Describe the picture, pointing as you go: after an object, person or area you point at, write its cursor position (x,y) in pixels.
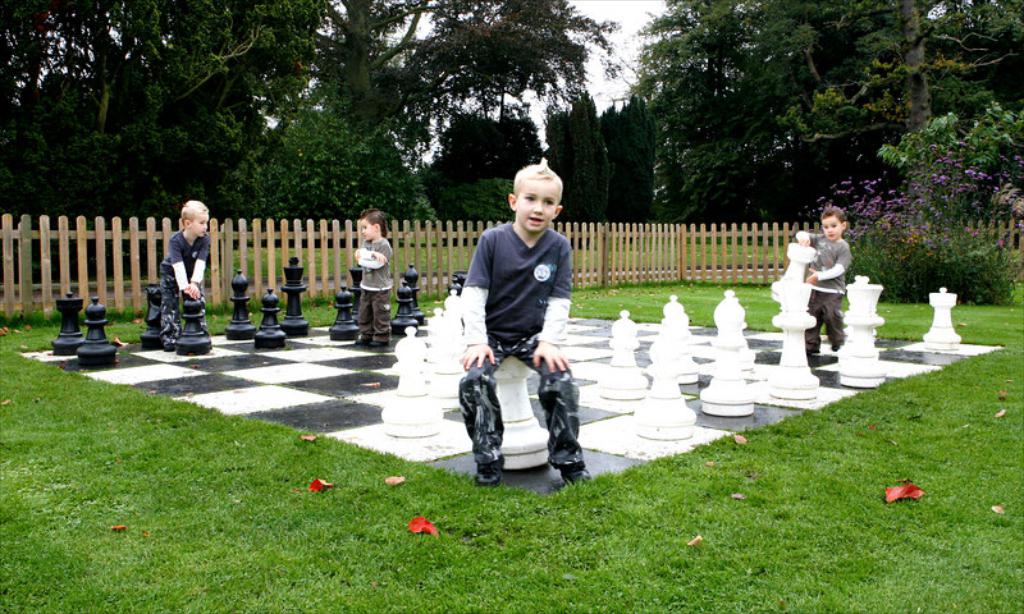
In this image we can see kids (390,268). There are chess coins (264,298) and there is a chess board (356,364). At the bottom of the image (417,555) there is grass (417,550). In the background of the image (384,171) there are trees (633,116), fencing (569,234).
